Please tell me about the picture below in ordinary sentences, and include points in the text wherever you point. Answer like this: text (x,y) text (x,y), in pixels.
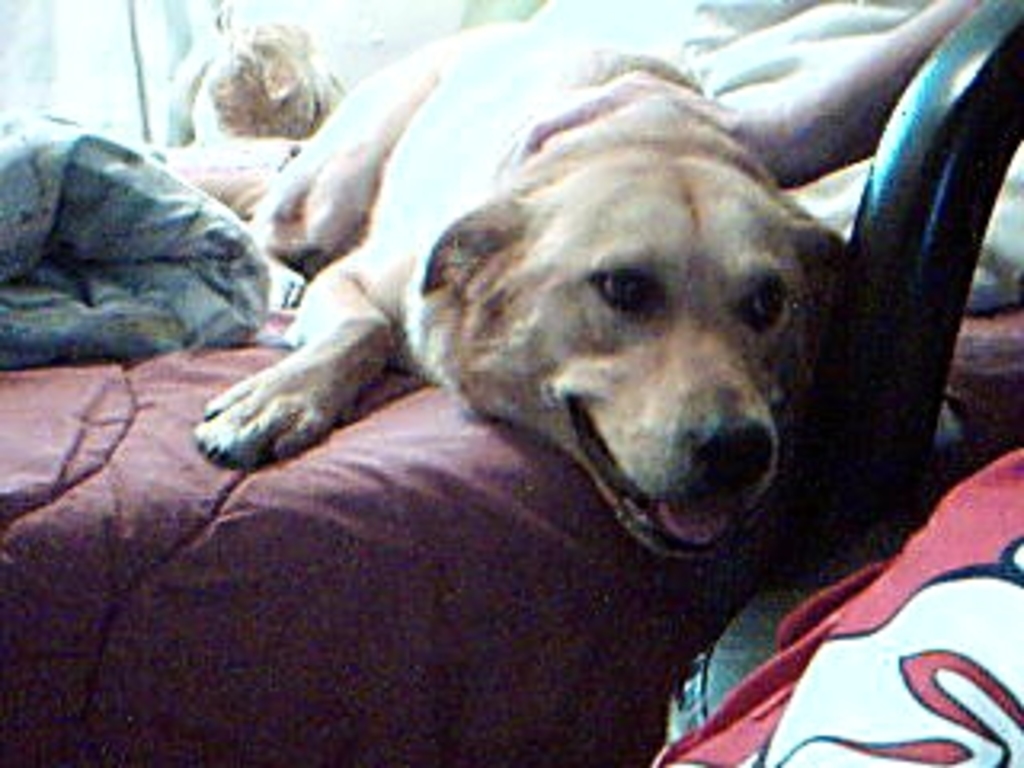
In this picture we can observe a dog (437,191) laying on the bed (217,382). The dog (389,345) is in cream color. We can observe blanket (106,254) on the bed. On the right side (912,432) there is a chair (906,169).
